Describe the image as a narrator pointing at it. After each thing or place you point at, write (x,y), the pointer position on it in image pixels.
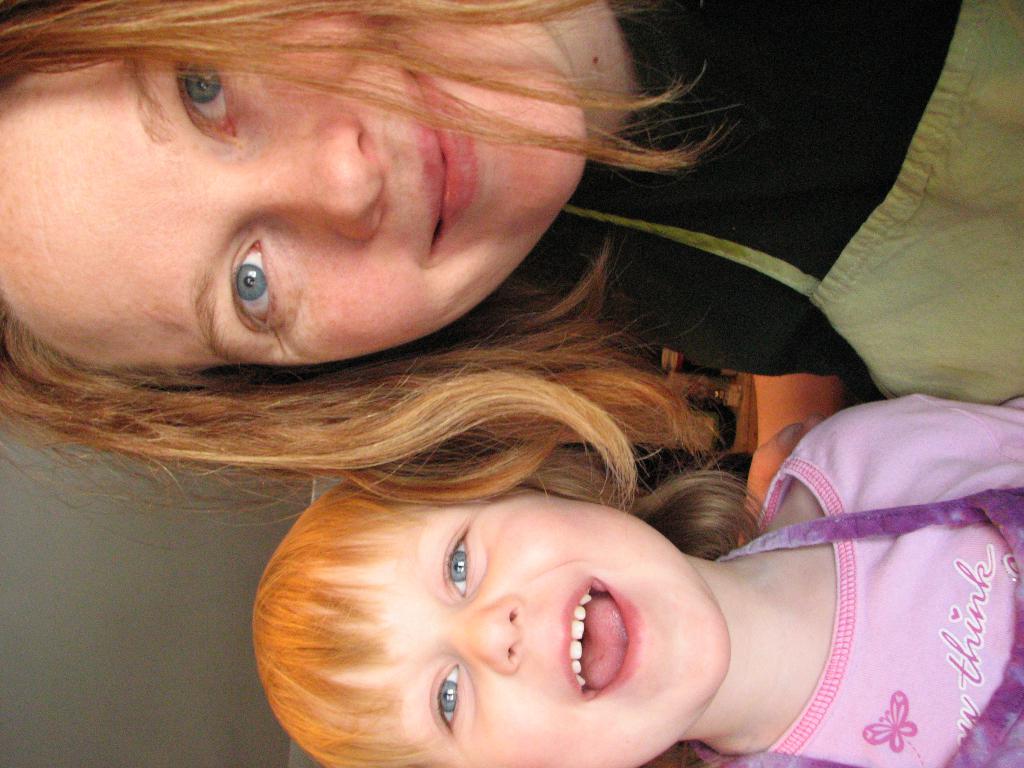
In this image, we can see a person (446,282) and kid (566,598) wearing clothes (887,399).
